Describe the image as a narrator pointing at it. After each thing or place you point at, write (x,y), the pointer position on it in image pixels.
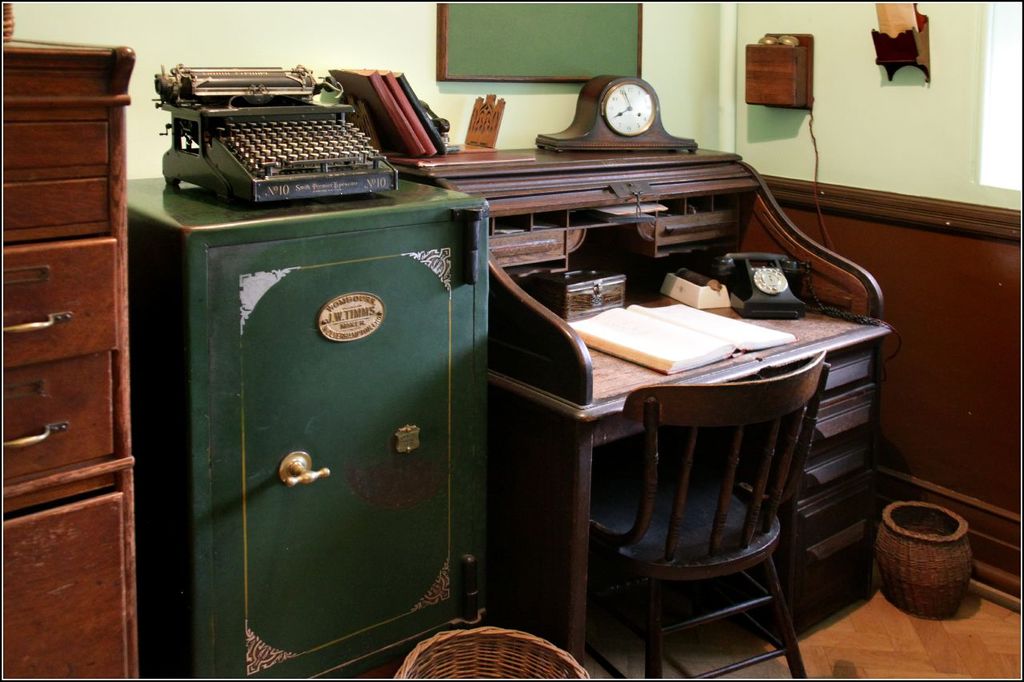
In this image, we can see a wooden table (639,368). the few items (692,356) are placed on it. There is a wooden chair (732,407). Right side (929,550) we can see basket (948,524). And coming to the background (856,127), we can see green wall (864,147). On left side (334,373) we can see cupboard (227,441), wooden cupboard (84,470). The top of the green color cupboard (302,255), we can see printing machine (317,168).
